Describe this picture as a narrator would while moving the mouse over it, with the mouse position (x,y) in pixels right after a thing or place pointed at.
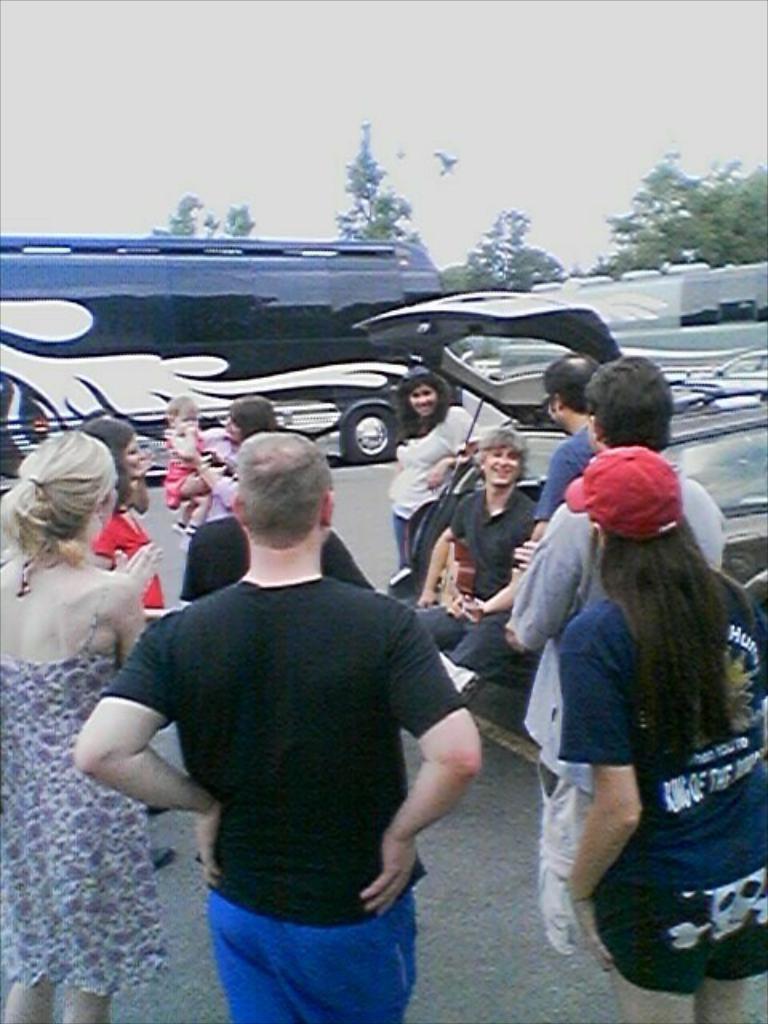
In this image we can see a few people (430,660) and among them one person (444,638) playing a guitar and there are few vehicles (711,468) and we can see some trees (363,206) in the background (361,117) and at the top (578,67) we can see the sky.
